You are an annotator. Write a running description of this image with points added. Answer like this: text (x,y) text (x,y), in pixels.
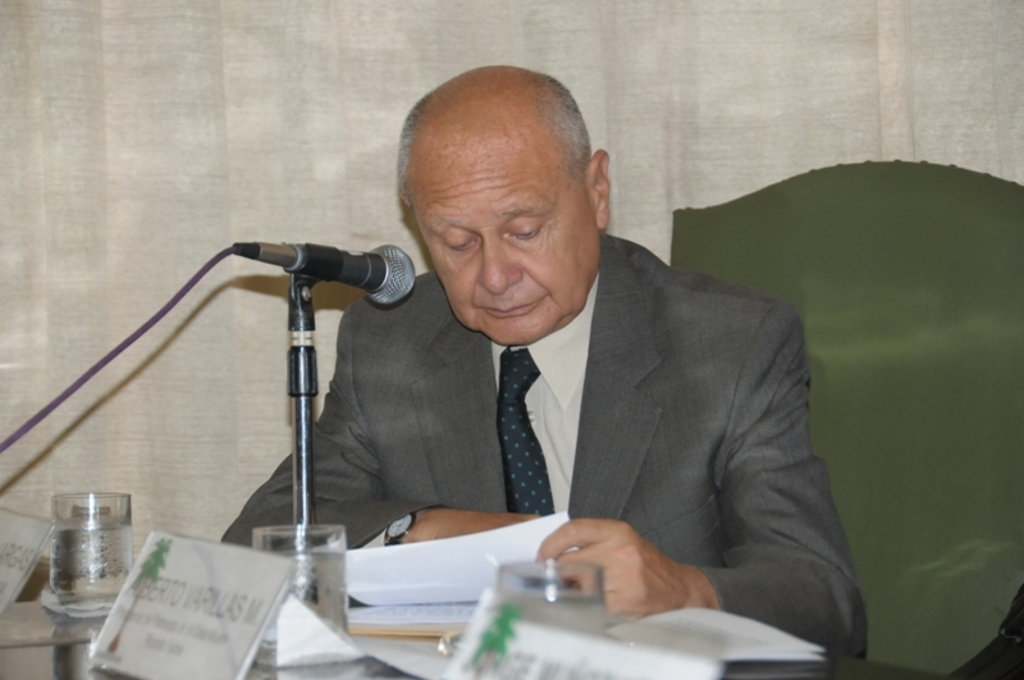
In the foreground of the picture (664,644) there is a table (39,633), on the table (55,634) there are glasses (276,616), name plates (221,616), mic (288,353), book (424,577) and other objects (414,588). In the center of the picture (543,407) there is a person (593,360) sitting in a chair (909,342). In the background (405,43) it is wall (211,35).
